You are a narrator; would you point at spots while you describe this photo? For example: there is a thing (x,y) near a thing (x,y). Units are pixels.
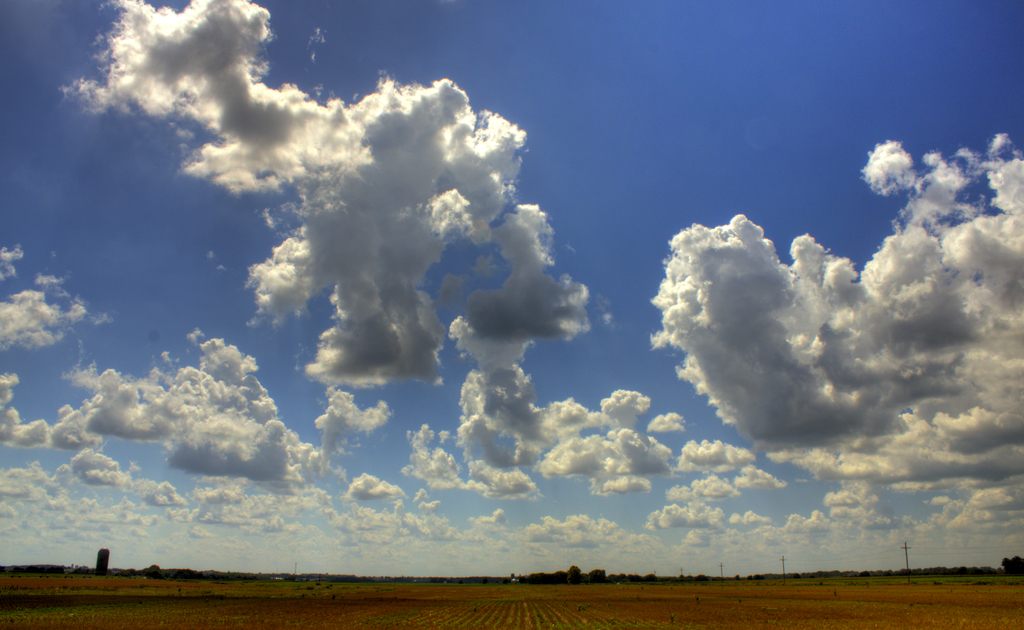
In this image at the bottom (696,600) there is a field (771,596), and in the background (201,572) there are some trees (165,575), poles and tower (109,560). And at the top (628,131) there is sky (558,281).
